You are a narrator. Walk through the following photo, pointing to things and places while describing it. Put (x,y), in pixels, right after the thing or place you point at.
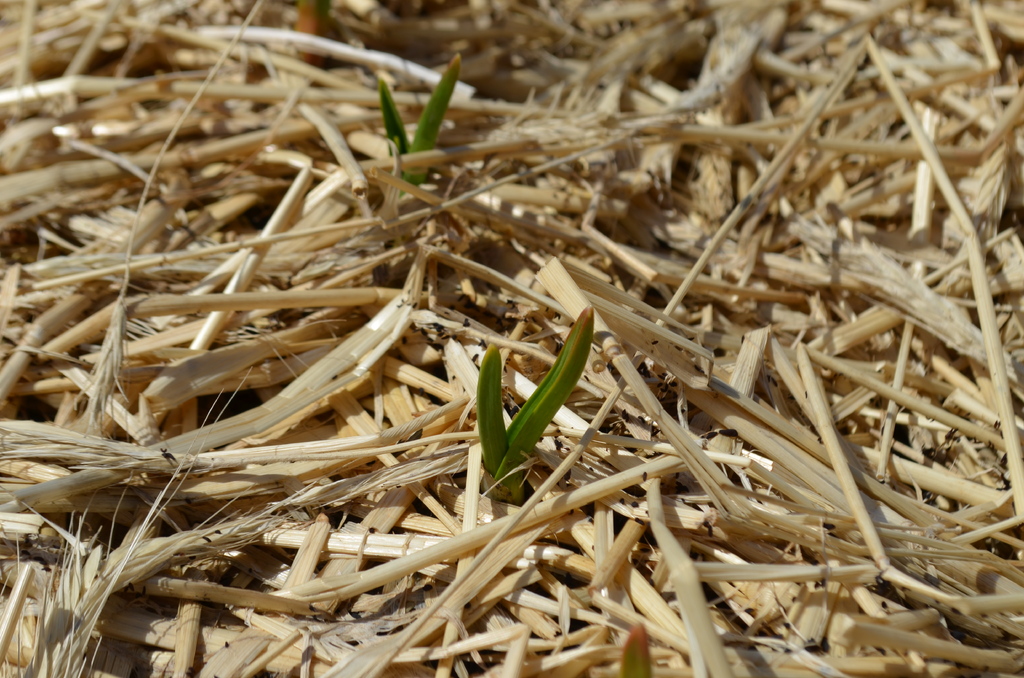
This is a zoomed in picture. In the center (586,339) we can see the two green color objects (544,400) seems to be the plants (452,82) and we can see the dry stems (231,450) lying on the ground (464,392).
